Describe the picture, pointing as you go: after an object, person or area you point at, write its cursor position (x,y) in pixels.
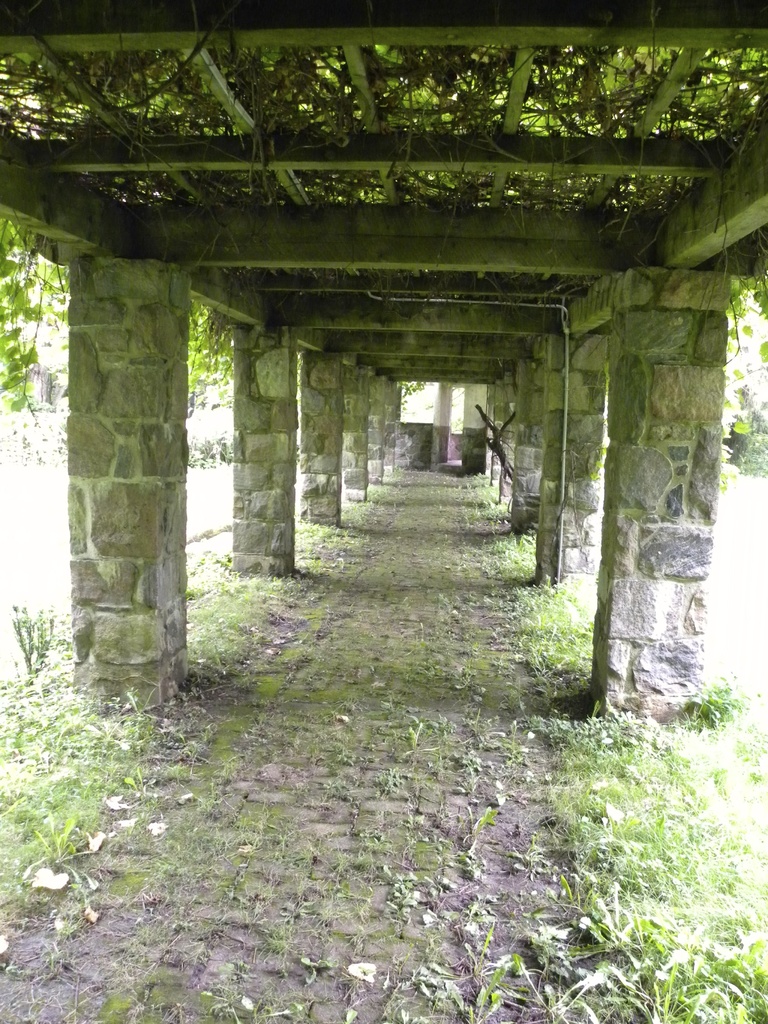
In this image we can see the pathway (339,566) under a roof (338,226). We can also see some pillars (169,526), the creepers (223,323), plants (198,451) and grass (608,832) on the ground (645,878).
